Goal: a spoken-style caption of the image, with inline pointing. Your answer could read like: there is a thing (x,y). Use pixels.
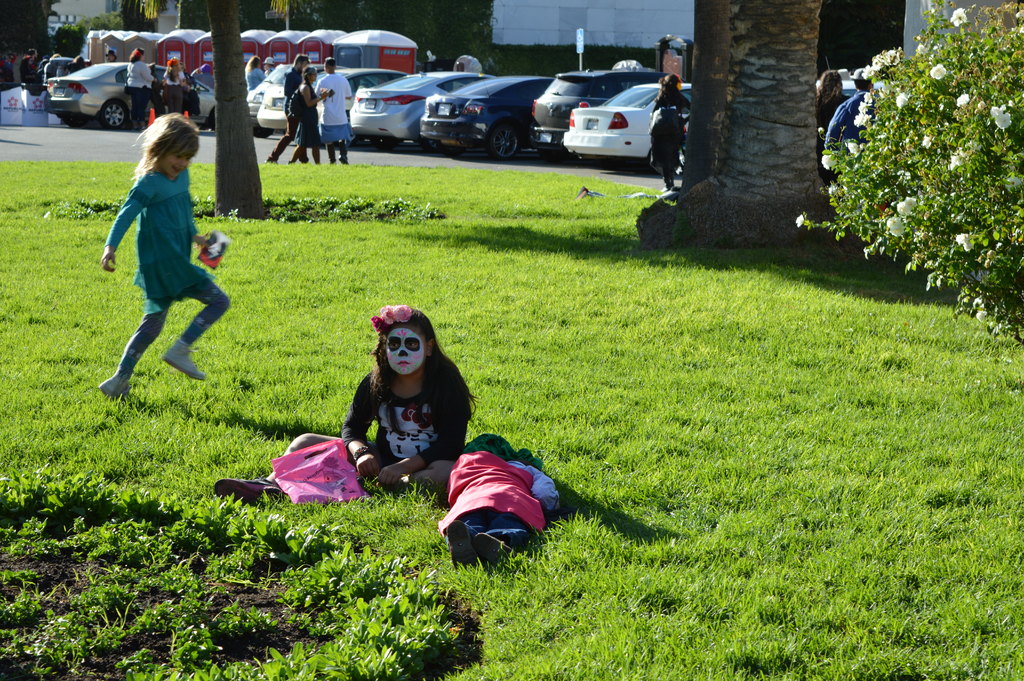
In this image we can see the girl (381,388) wearing the face painting (410,348) and sitting. We can also see the cover (302,457), kids (446,477), flower plant (917,133) and also the trees (222,52). In the background (369,99) we can see many cars (549,87) parked on the road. We can also see the people (659,113), sign board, buildings (598,28) and also trees (129,28). We can also see the roof (308,37) for shelter. At the bottom (758,553) we can see the grass (532,563) and also the soil (70,579) on the left (250,632).
